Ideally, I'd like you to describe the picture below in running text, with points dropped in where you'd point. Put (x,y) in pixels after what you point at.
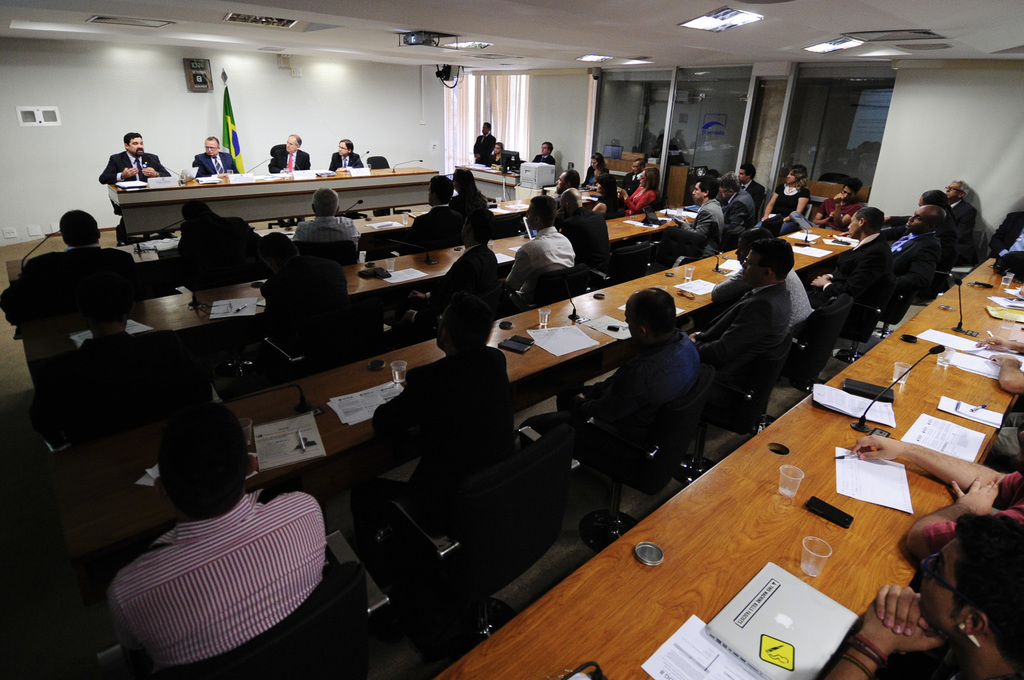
In this image we can see few persons (457,399) are sitting on the chairs (623,249) at the tables (513,181). On the tables (391,353) we can see papers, glasses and objects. In the background (618,120) we can see objects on the wall (160,48), flag pole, glasses (647,119), lights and projector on the ceiling (143,33).
